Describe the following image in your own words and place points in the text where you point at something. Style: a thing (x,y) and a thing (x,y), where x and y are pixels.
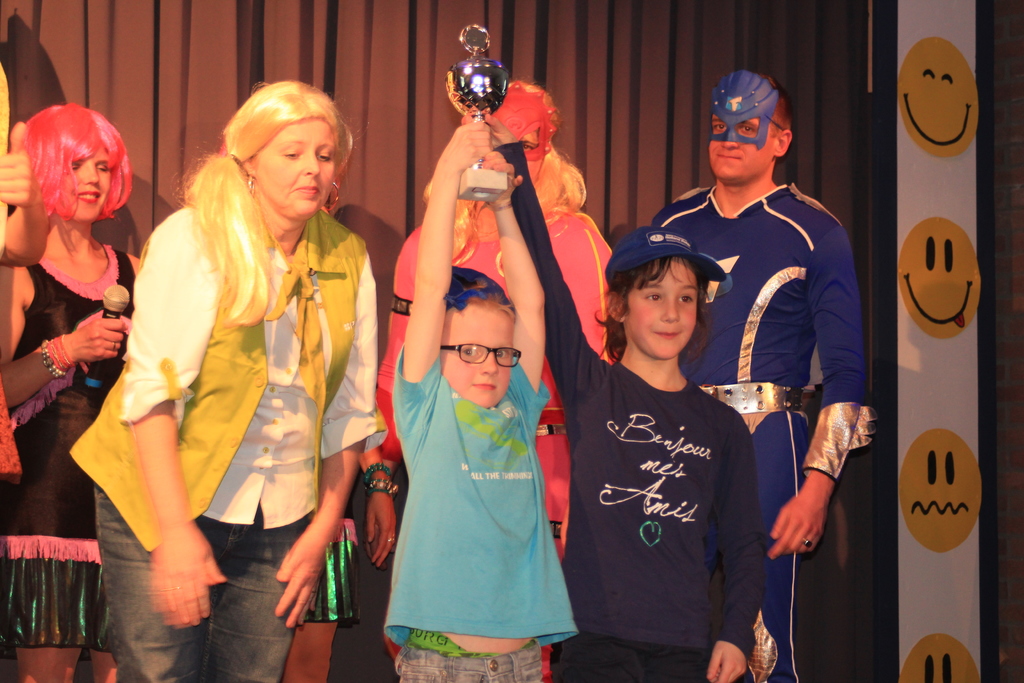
This picture describes about group of people (477,208), few people (767,209) wore costumes (758,224), in the middle of the image (488,392) we can see a boy (480,439), he wore spectacles (495,346) and he is holding a trophy (484,121), on the left side of the image (118,291) we can see a woman (82,288), she is holding a microphone (93,376), in the background (338,70) we can see curtains (382,73).
